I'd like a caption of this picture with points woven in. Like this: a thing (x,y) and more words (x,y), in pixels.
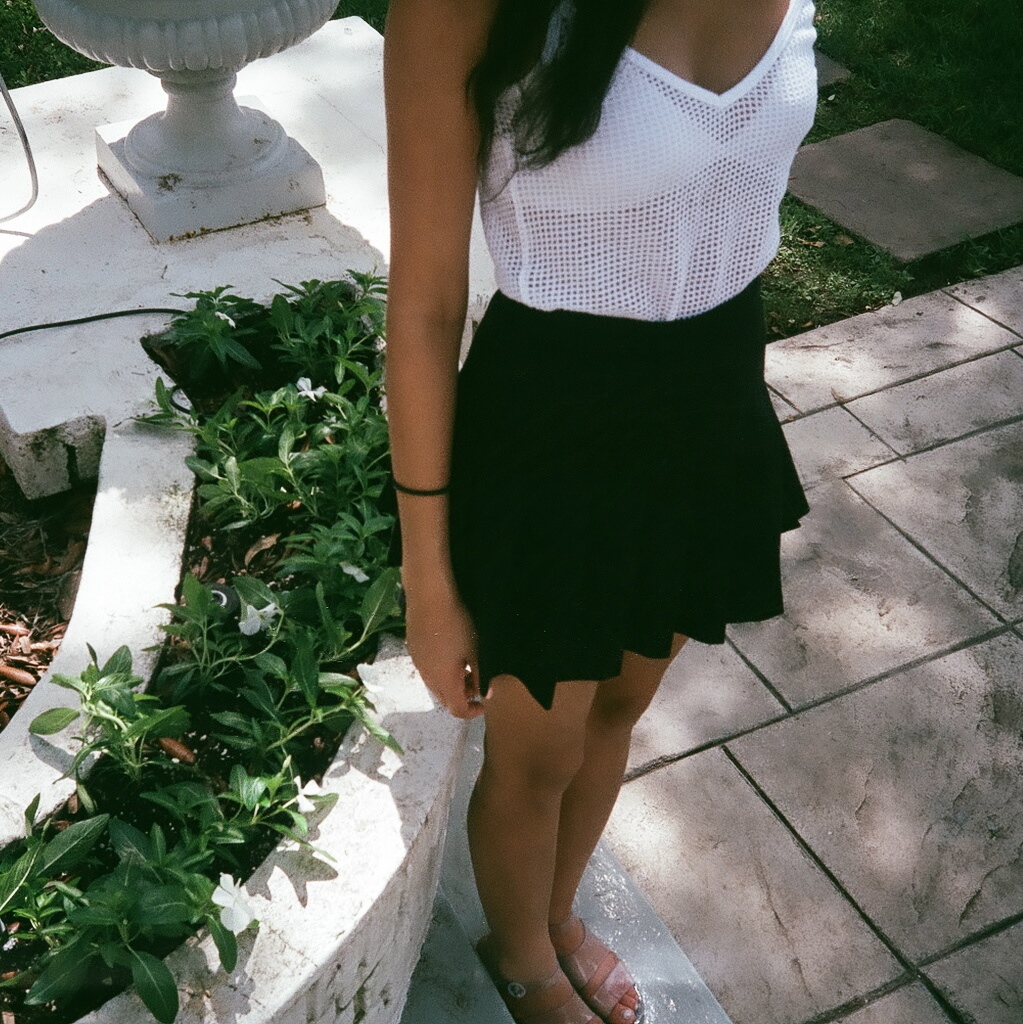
In this image, in the middle (620,497), we can see a woman (476,153) standing on the staircase (682,1018). On the left side (145,649), we can see a wall (424,714), plants (229,653), electric wire (35,326). On the left side (246,198), we can also see an object (230,14). On the right side (937,233), we can see grey color, tiles (1013,209). At the bottom (888,924), we can see a step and a floor (644,840).
